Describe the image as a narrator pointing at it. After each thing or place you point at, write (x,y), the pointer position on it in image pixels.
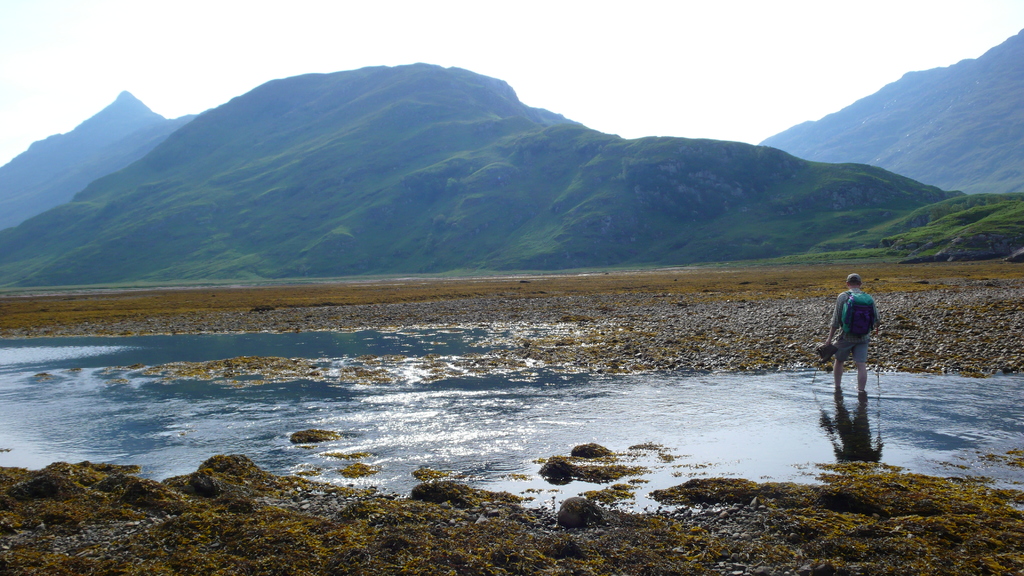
In the image there is a man (857,337) standing on the right side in the pond (511,435) and in the back (217,156) there are hills (240,152) with grass (562,200) and plants (726,206) all over it and above its sky (510,16).
